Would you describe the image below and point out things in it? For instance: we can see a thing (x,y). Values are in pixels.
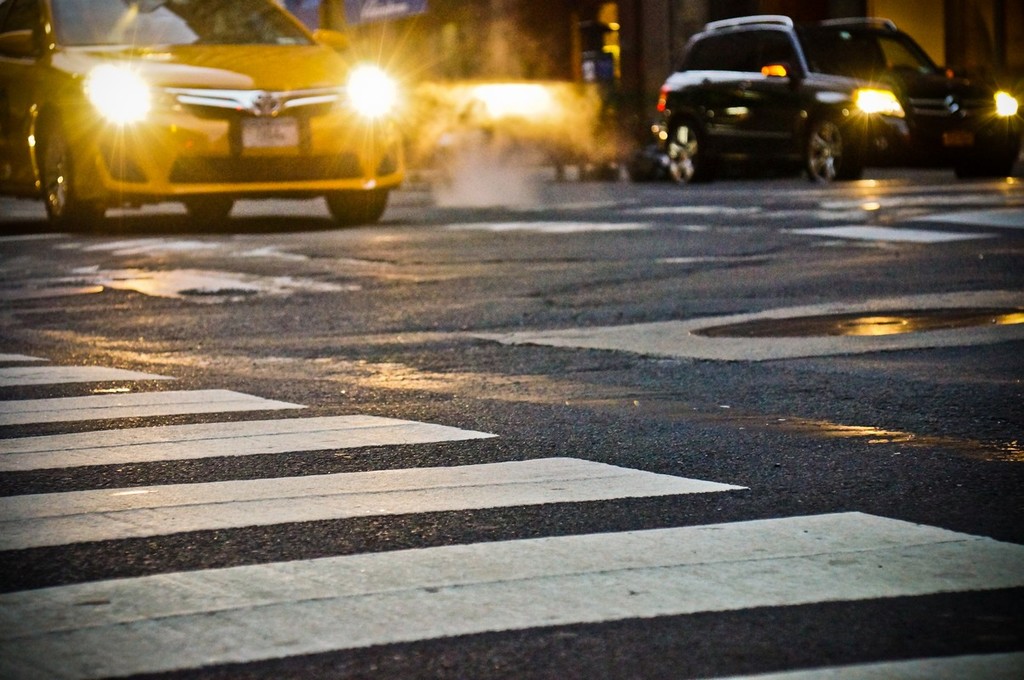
On the top (379,209) I can see fleets of cars (838,162) on the road (666,205). This image is taken during night on the road (502,500).
